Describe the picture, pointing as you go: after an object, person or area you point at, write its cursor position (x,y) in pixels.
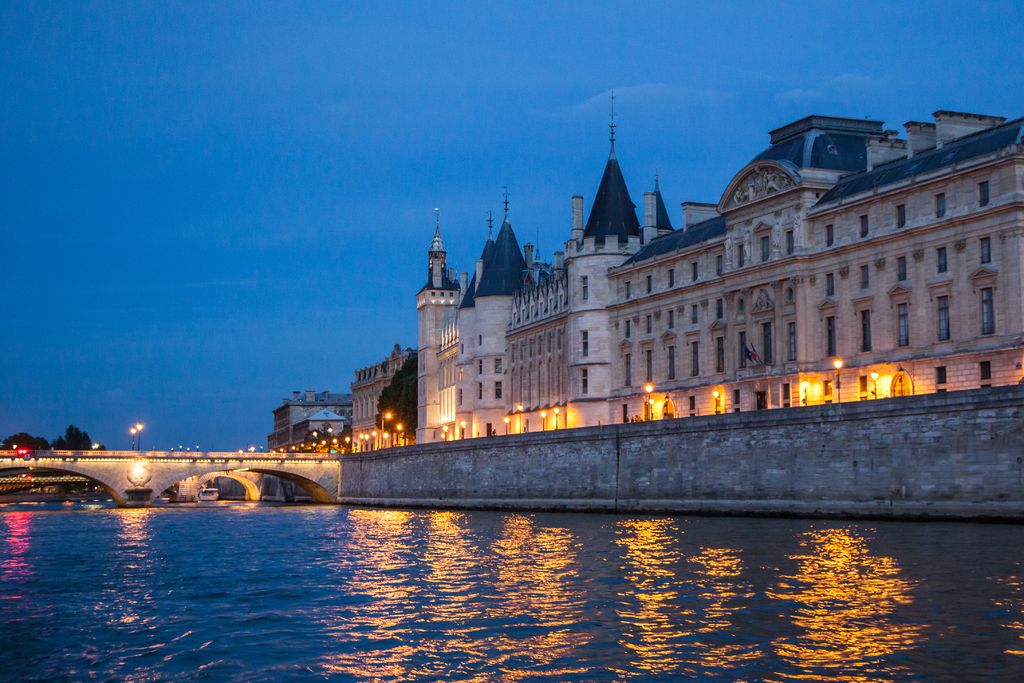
There is a surface of water (459,603) at the bottom of this image (383,611). We can see trees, bridge (262,466), lights (345,439) and a building (458,348) in the middle of this image (616,393) and the sky (321,194) is in the background (443,175).
